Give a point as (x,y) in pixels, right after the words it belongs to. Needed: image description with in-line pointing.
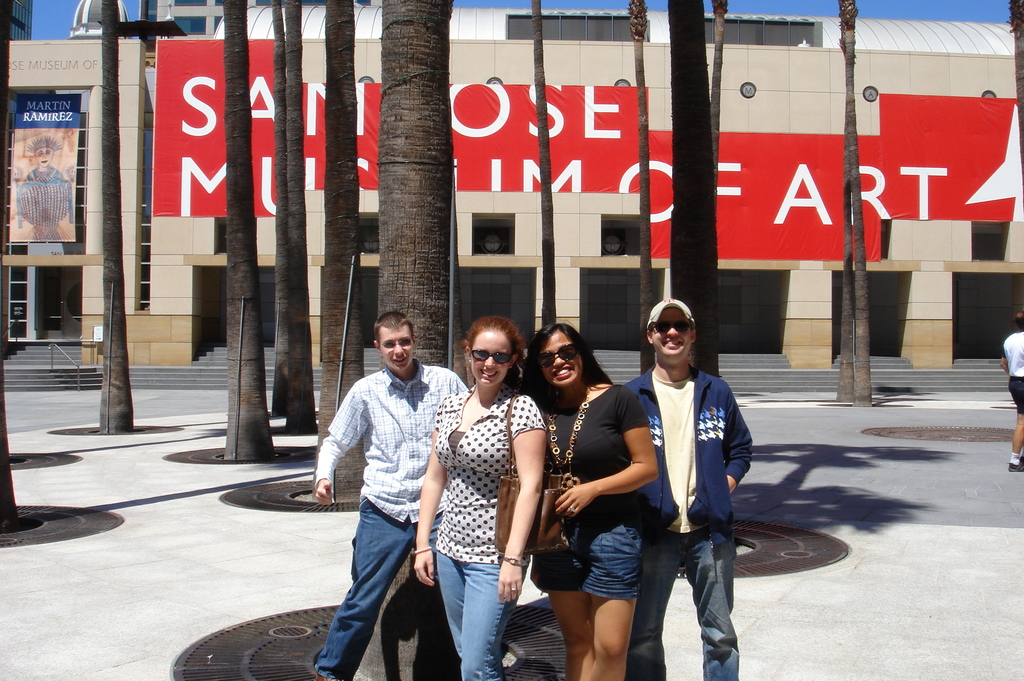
In the middle of the image (519,413) there are few people (577,421) standing and they kept goggles (665,326). And also there is a man (679,317) with a cap (682,305) on the head (658,337). Behind them there are tree trunks (434,281). Behind them there is a building (875,55) with walls (881,81), posters (893,162), banners (800,221) with something written on it. And also there are steps (964,364) and pillars (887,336).
